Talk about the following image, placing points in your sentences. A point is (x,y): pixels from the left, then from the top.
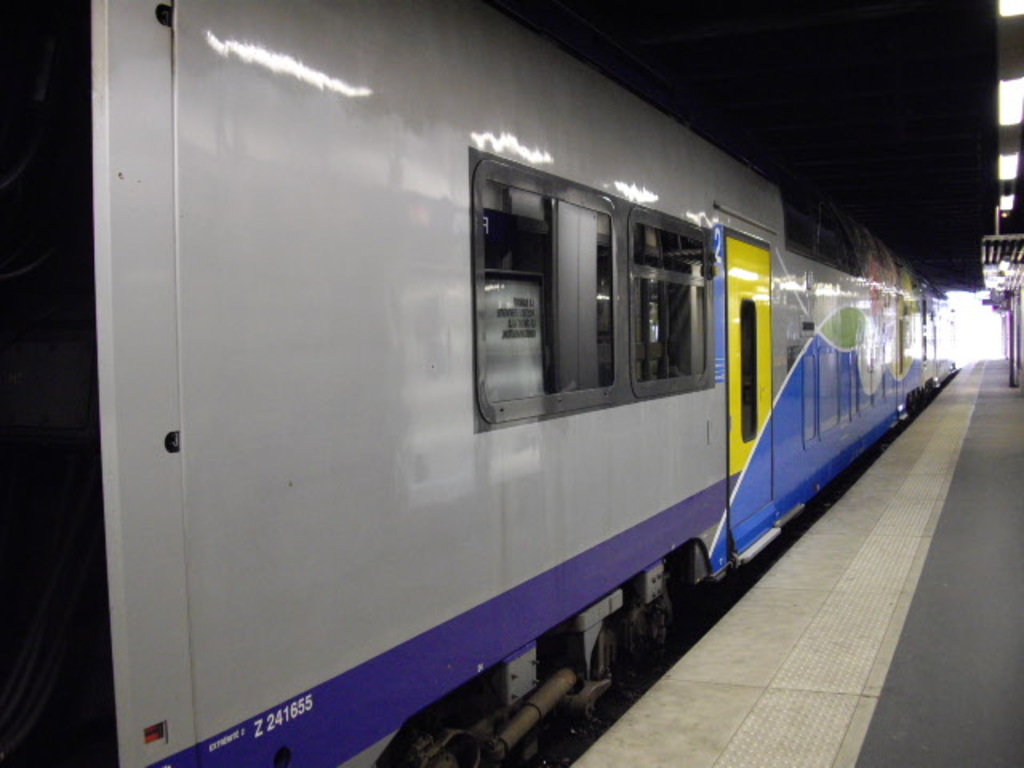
There is a train (450,351) with windows (537,332) and door (736,389). On the train (270,704) something is written. On the right side (873,633) there is platform (892,558) and lights (1008,116) are there.
